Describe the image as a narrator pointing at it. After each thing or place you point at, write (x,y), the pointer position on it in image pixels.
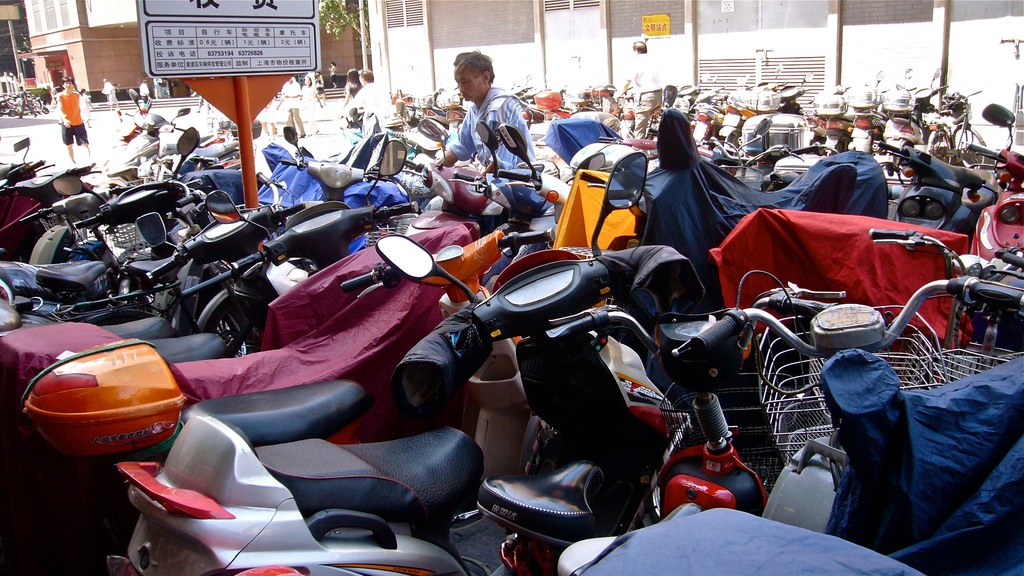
This image is taken outdoors. In the background (113,69) there are a few buildings (440,74). There is a tree (350,13). There are two poles (11,35). A few people (86,96) are walking and there are a few stairs (124,107). In the middle of the image (595,194) many bikes (207,287) are parked on the ground (58,152) and there is a man (483,111). There is a board (249,53) with a text (279,55) on it.
